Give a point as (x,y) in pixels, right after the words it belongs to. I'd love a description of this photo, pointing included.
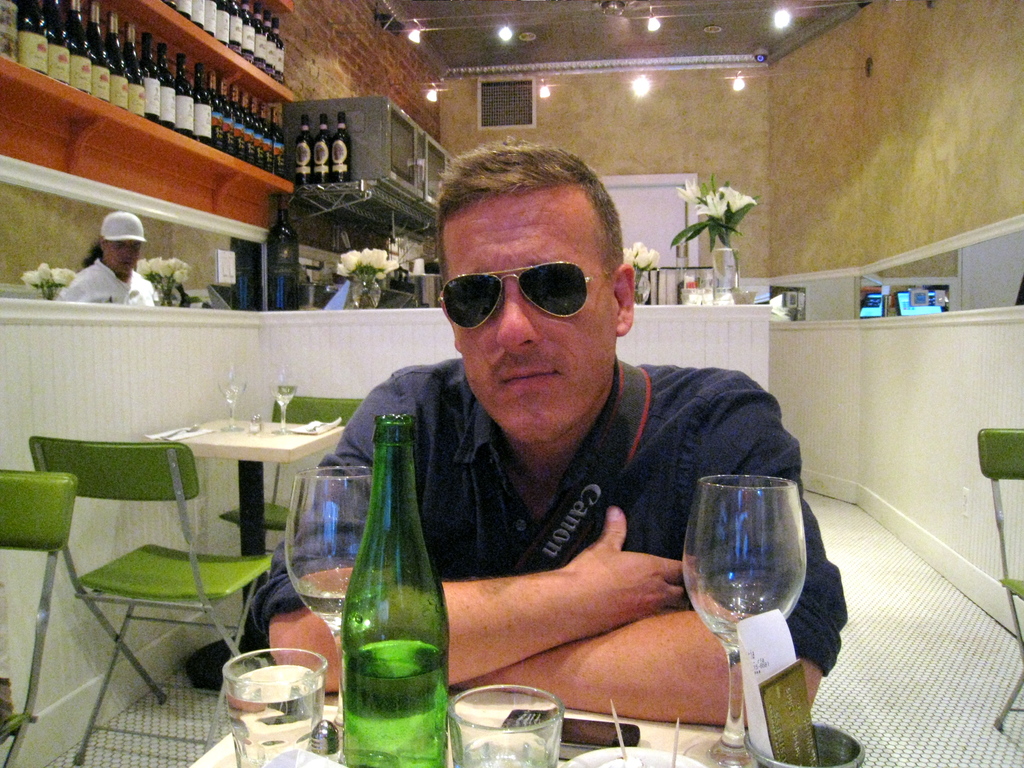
In this image there is a table (450,706) on that table (655,741) there are glasses (526,693), bottle (417,691) and a mobile (591,729), behind the table (588,714) there is a man (586,562) sitting on chair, in the background (274,448) there are chairs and a table (270,433) and a counter (240,331), on that counter (42,303) there are flower vases (737,196) and there is a wall (52,188) for that wall (343,59) there are shelves (220,49) in that shelves (207,157) there are bottles (210,122), near the counter (128,313) there is a woman (121,291) standing, at the top (570,34) there is a ceiling (732,46) and lights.
